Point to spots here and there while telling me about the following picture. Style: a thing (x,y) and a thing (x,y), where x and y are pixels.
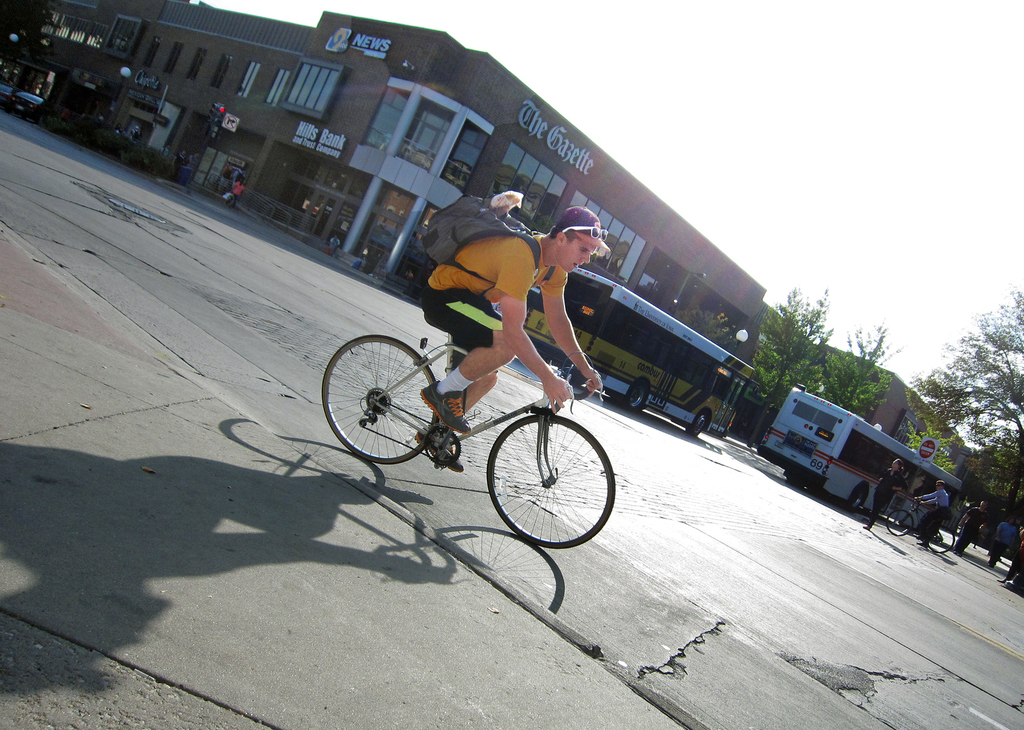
In the foreground of this image (563,328), there is a man (498,318) riding bicycle (529,540) on the road (645,597). In the background (813,418), there are buses (782,429), persons (894,488) walking, person (932,540) on bicycle (917,499), building (382,162), the sky (650,16) and trees (852,386).
